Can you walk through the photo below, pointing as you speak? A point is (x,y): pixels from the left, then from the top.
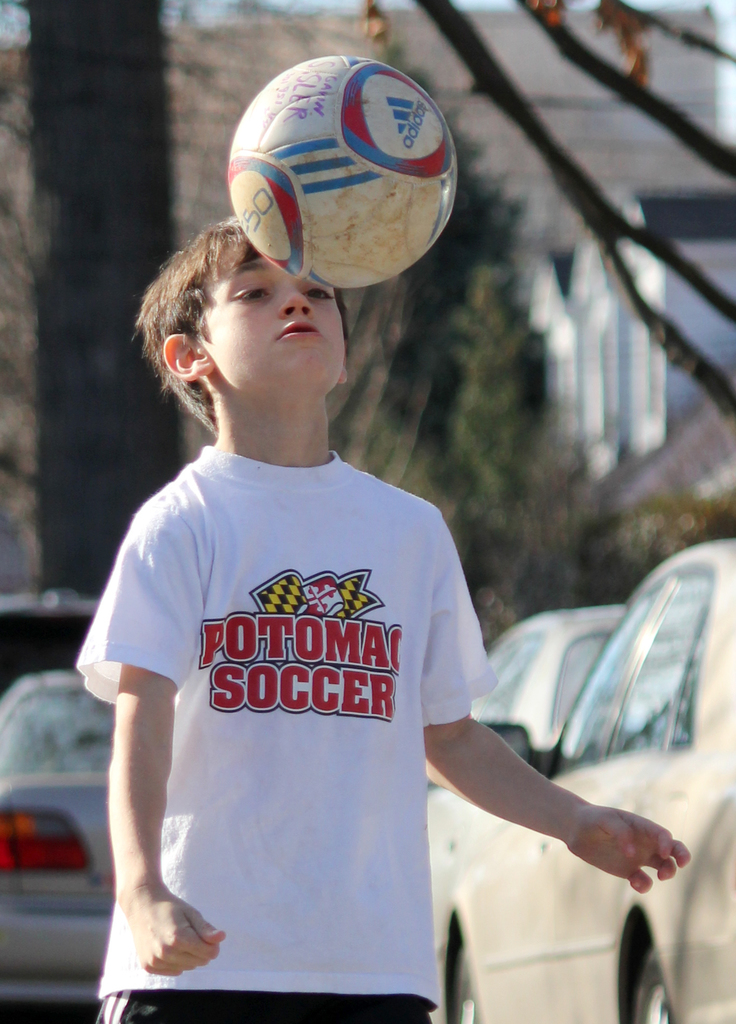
This image consists of a boy (288,780) who is standing. He is wearing white color shirt (282,841) and black color pant (389,1011). There is a ball (379,159) in front of him. Beside him on the right side (555,649) there are cars (594,737) and on the left side (5,768) bottom corner also there is a car (26,971).
